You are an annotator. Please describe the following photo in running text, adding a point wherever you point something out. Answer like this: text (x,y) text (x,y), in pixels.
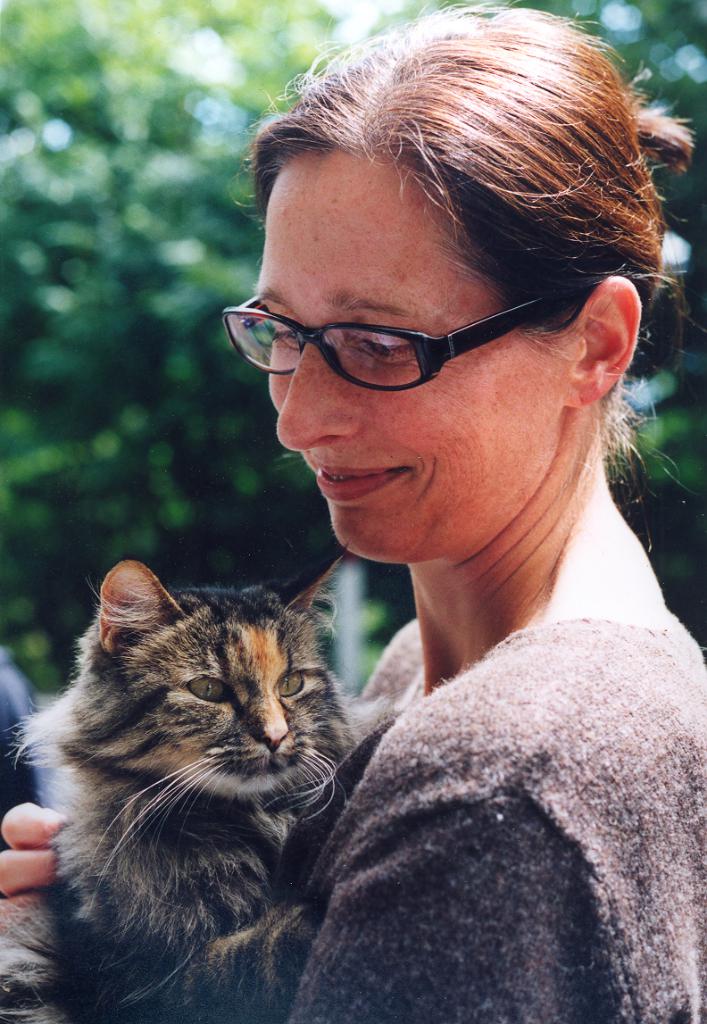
In this picture a woman (373,674) is smiling and holding a cat (268,750). In the background (249,117) there are trees (98,382).
